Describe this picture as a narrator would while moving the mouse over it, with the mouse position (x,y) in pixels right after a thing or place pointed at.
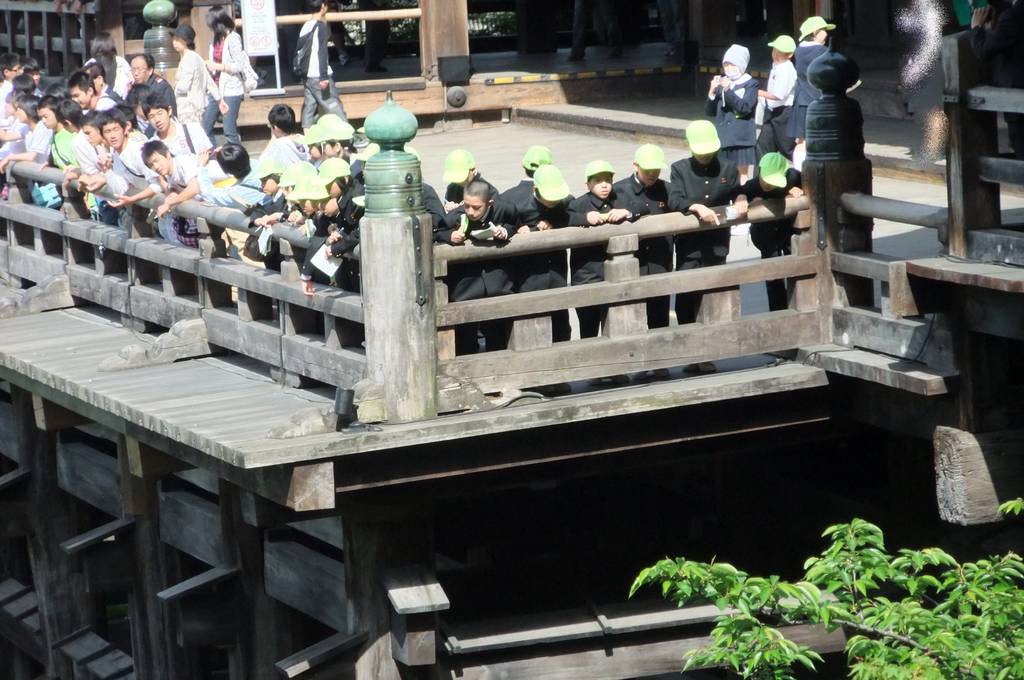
In this image we can see a wooden boundary (285,340), behind the boundary (680,340) so many people (246,150) are standing. Right bottom of the image (853,599) tree (796,607) is present.
